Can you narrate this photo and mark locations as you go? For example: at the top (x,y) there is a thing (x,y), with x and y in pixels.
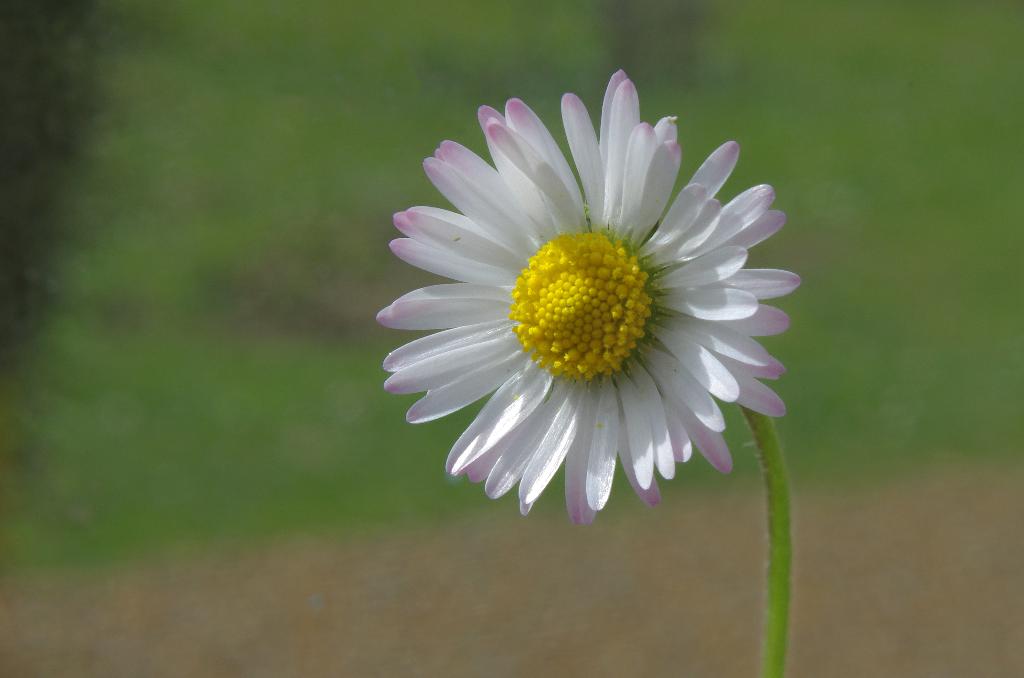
This image is taken outdoors. In this image the background (378,105) is blurred. The background (168,226) is green in color. In the middle of the image (446,314) there is a flower (588,395) which is light pink in color.
